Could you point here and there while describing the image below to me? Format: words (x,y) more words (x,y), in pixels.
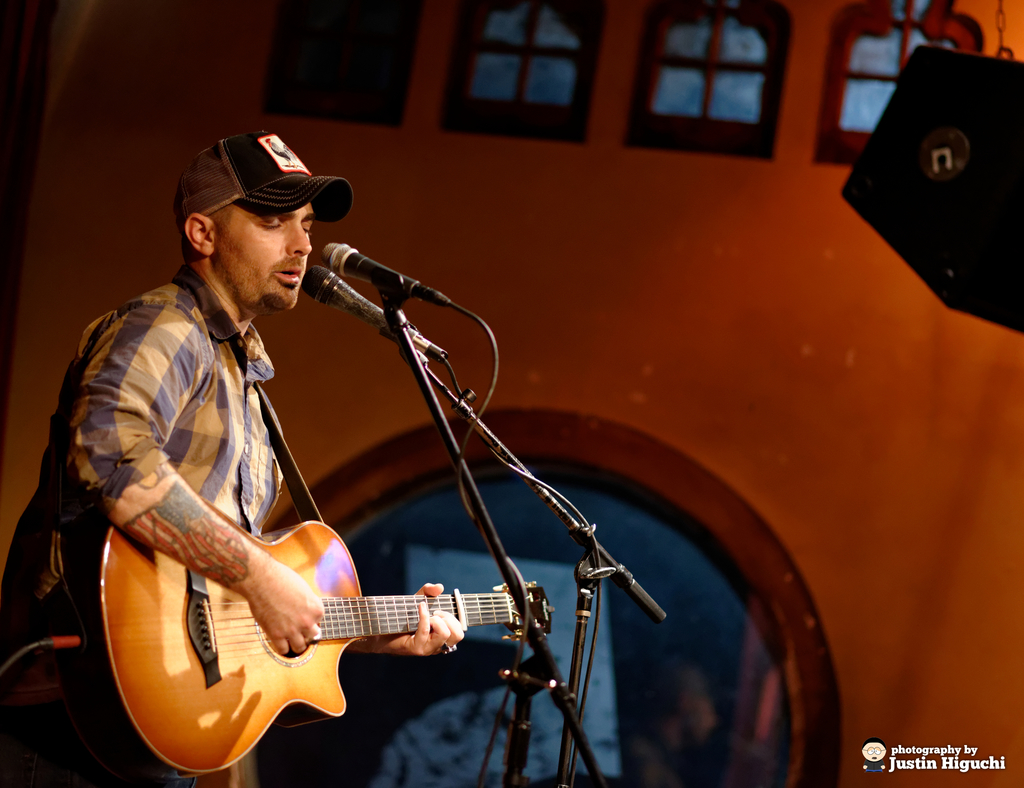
In this image i can see a person (185,489) holding a guitar (320,595) in his hand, he is wearing a hat (207,173), and i can see a microphone (327,276) in front of him. In the background (650,438) i can see a wall (679,306) and windows (684,86).
